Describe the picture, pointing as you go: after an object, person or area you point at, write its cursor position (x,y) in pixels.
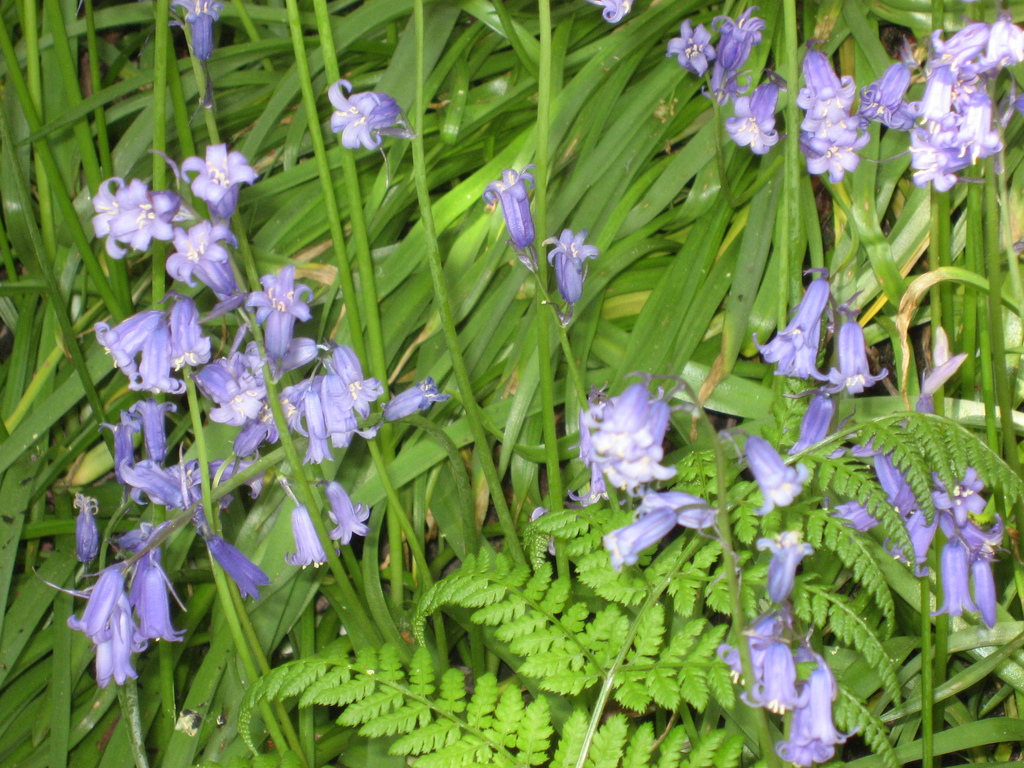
In this picture there are purple color flowers (938,389) on the plants (597,298) and there are two different types of plants (550,376).
